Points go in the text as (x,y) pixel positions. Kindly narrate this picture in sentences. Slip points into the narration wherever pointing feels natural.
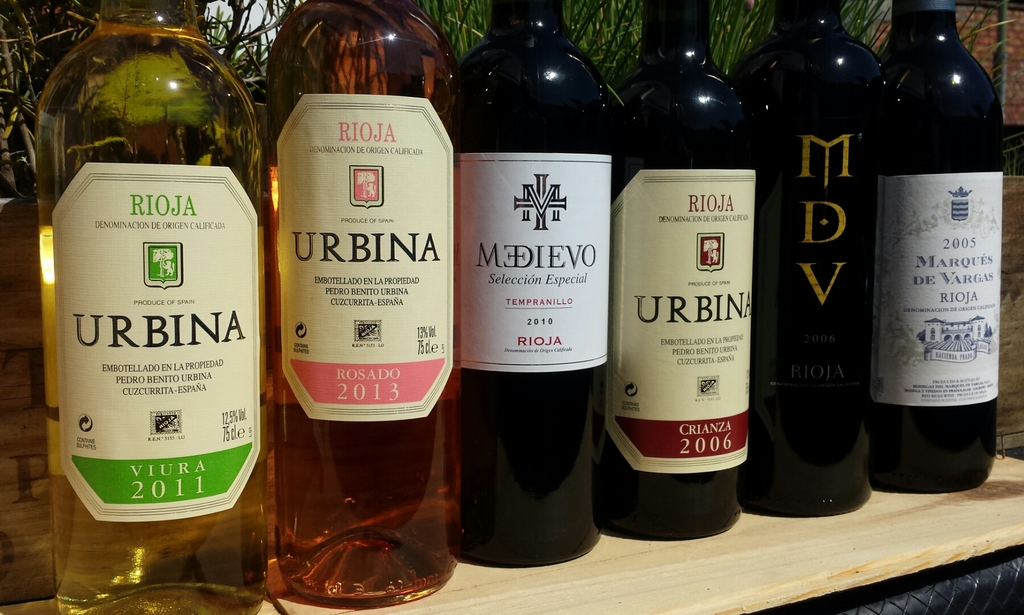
In the picture there are six bottles (705,316) of a brand RIOJA, they are placed on the wooden table (854,553), behind them there is some grass (606,48), in the background (984,41) there is a brick wall (1017,74) and a pole (1005,46).
